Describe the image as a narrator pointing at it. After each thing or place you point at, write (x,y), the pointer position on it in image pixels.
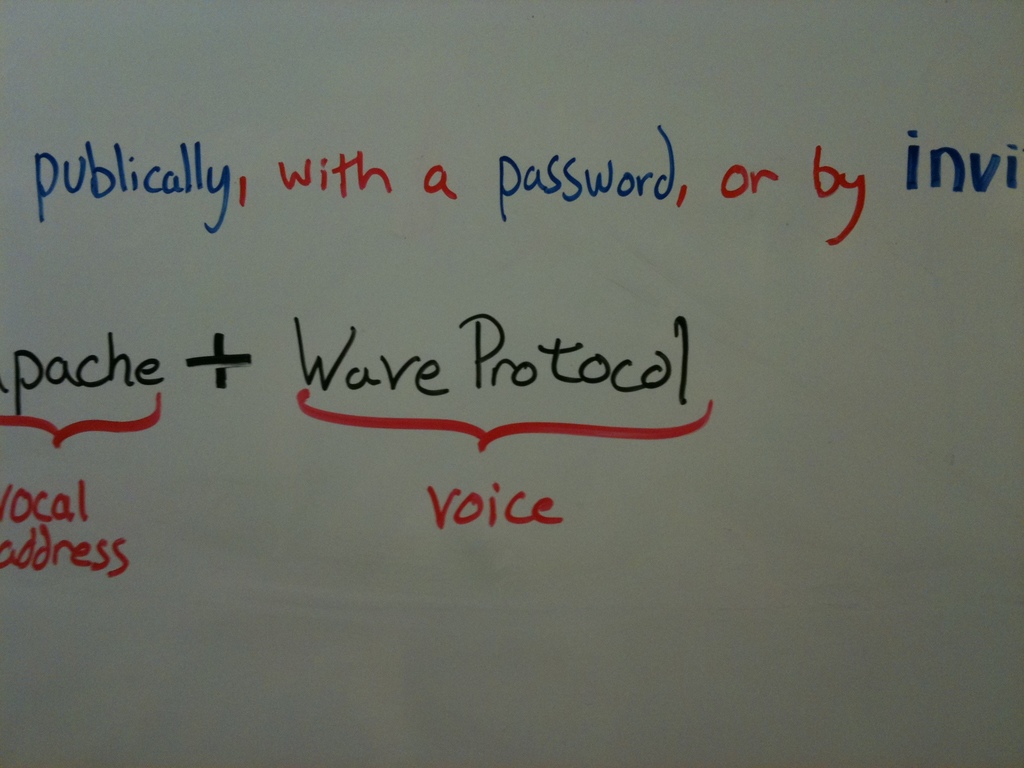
In this image we can see some text (659,203) on the surface (447,299).
